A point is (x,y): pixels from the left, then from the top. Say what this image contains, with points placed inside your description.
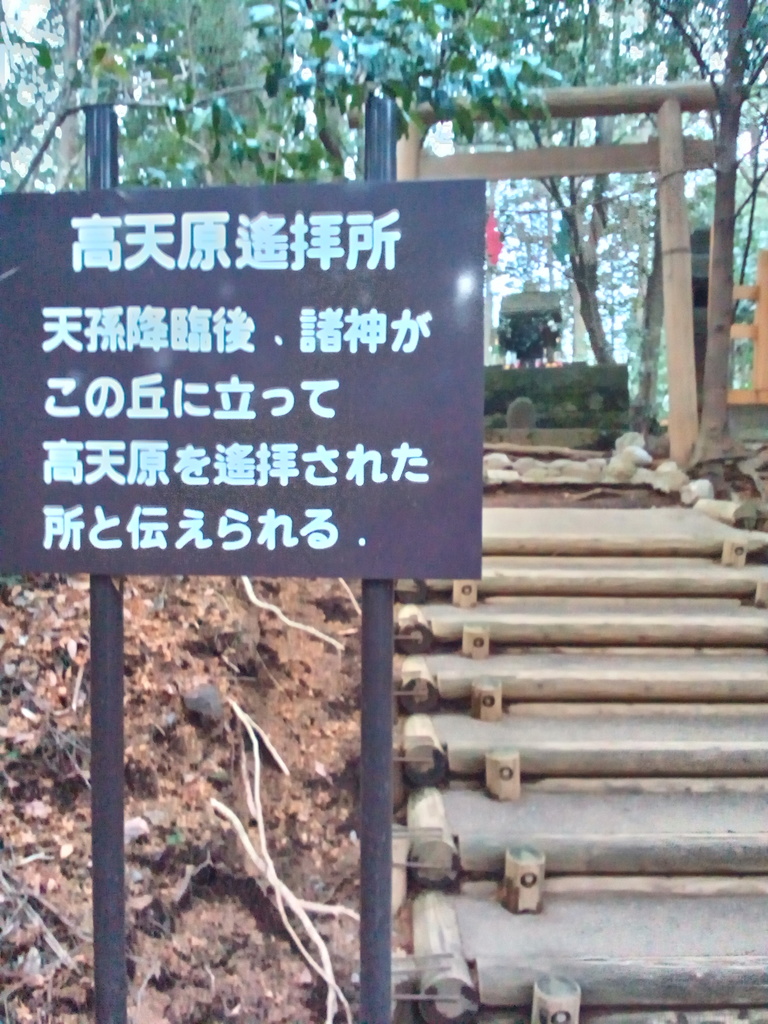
In the image in the center (361,568), we can see one sign board (481,400). In the background (349,99), we can see trees (218,3), staircases (648,745) etc.
